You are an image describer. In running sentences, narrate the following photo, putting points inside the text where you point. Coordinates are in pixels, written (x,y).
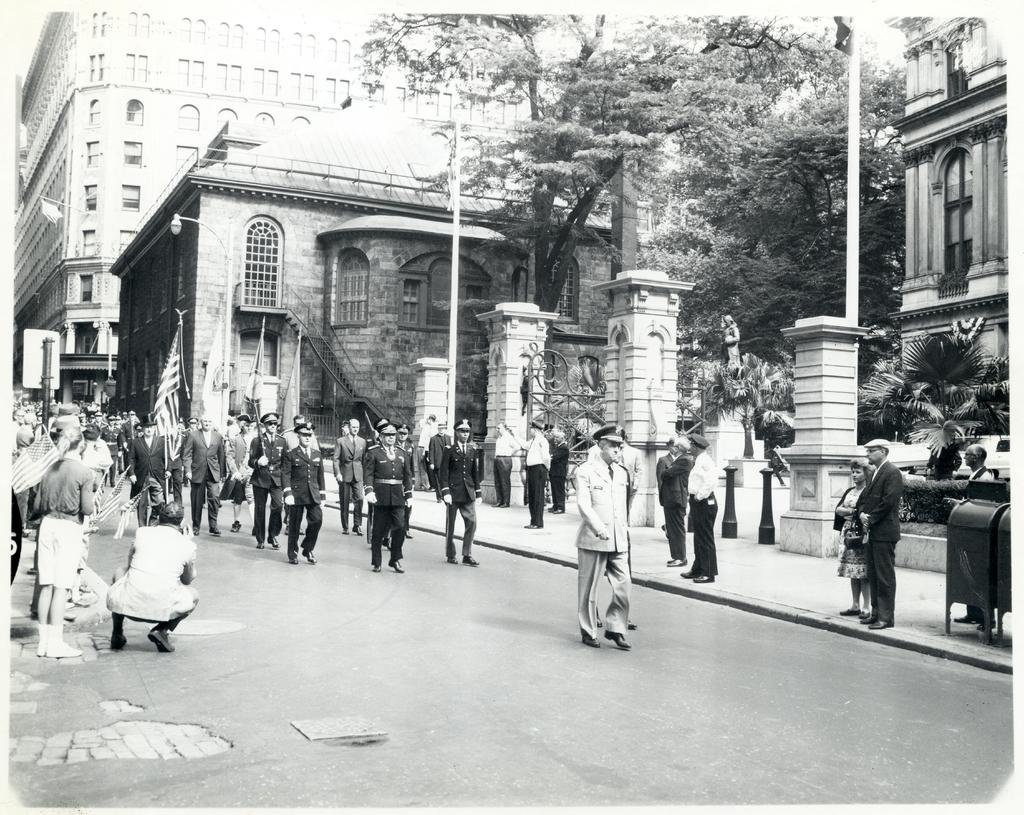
This is a black and white image with borders. In the center of the image (414,465) there are people (111,419) marching on the road (337,567). At the background of the image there is a building (124,217). There are trees (713,137). There are people (670,542) standing at the pavement (846,604). At the left side of the image (173,521) there is a person (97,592) in a squat position.
